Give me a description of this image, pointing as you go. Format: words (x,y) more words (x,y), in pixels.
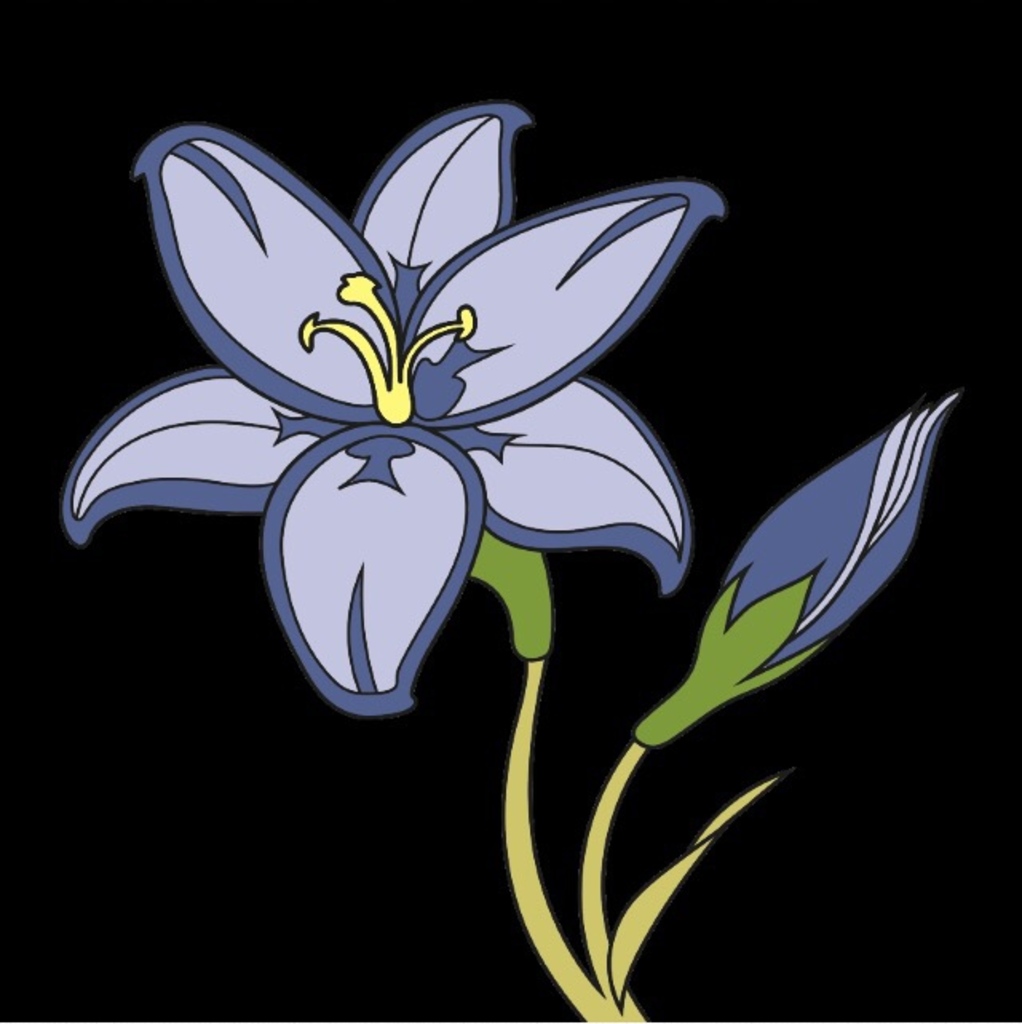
This is a graphical image of a flower (531,566) and a bud (671,702). And there is a dark background (758,957).
